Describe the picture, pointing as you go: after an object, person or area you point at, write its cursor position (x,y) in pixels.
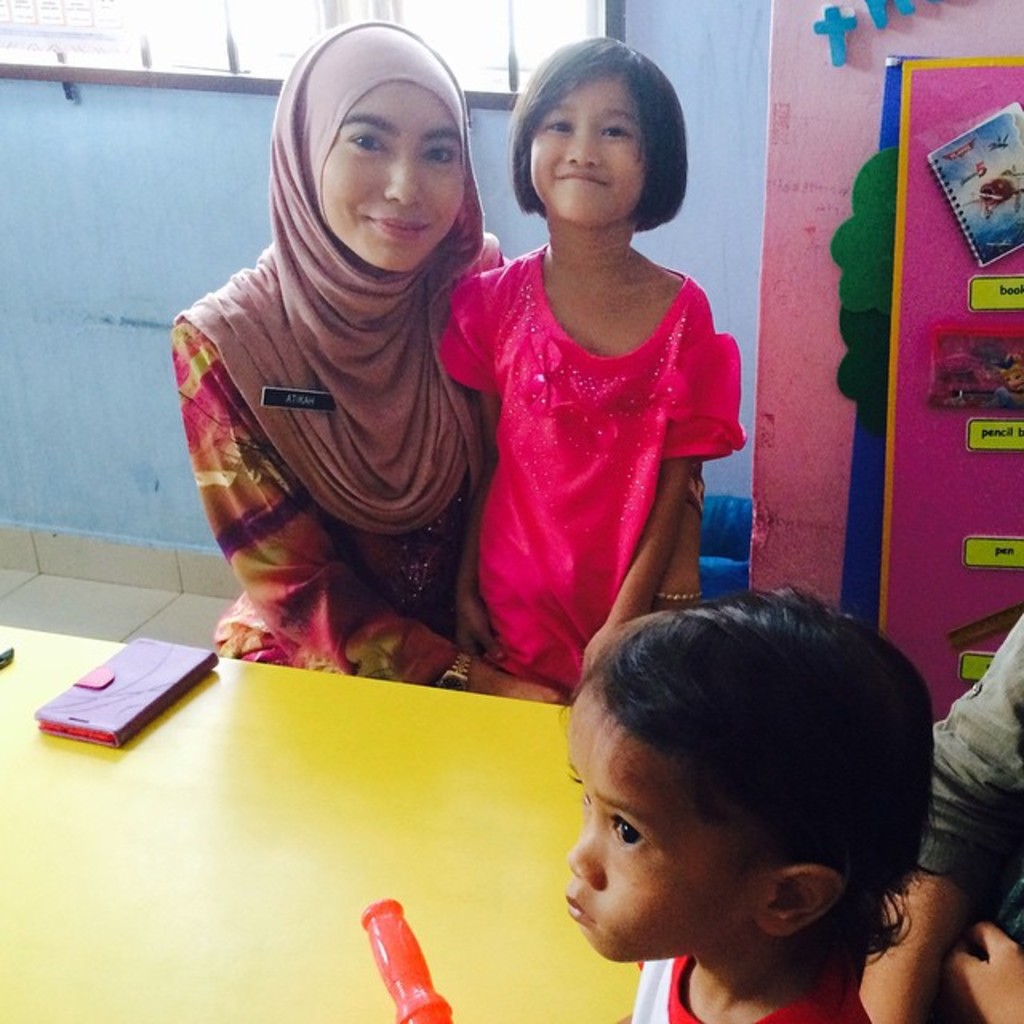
In the picture we can see a woman (419,641) and a girl child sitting on her in the chair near the table (109,796) which is yellow in color and on it we can see a mobile phone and near the table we can see a child (610,718) and in the background (137,278) we can see a wall (834,91) with window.
